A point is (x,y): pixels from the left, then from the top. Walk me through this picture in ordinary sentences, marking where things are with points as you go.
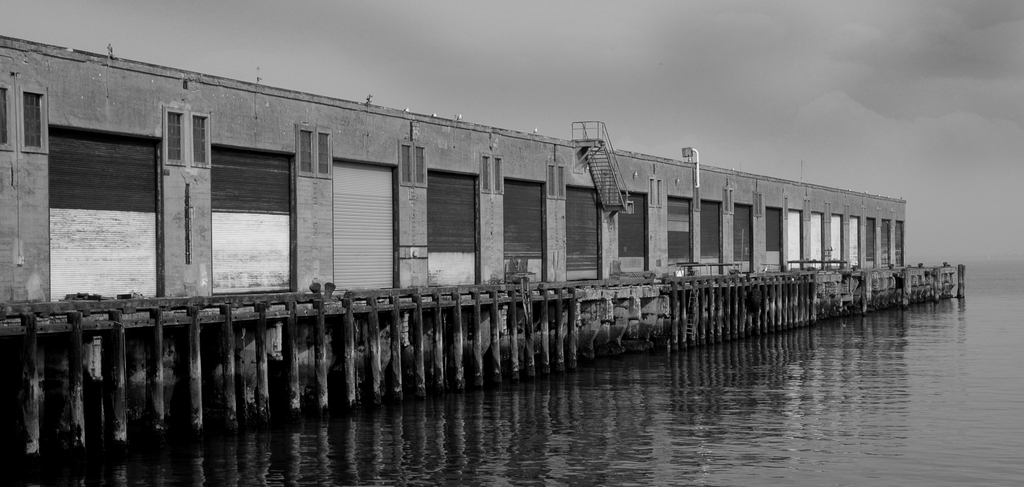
In the center of the image (486,233) we can see a building (603,238). At the bottom (633,430) there is water (738,389). In the background (716,90) there is sky (632,82).
